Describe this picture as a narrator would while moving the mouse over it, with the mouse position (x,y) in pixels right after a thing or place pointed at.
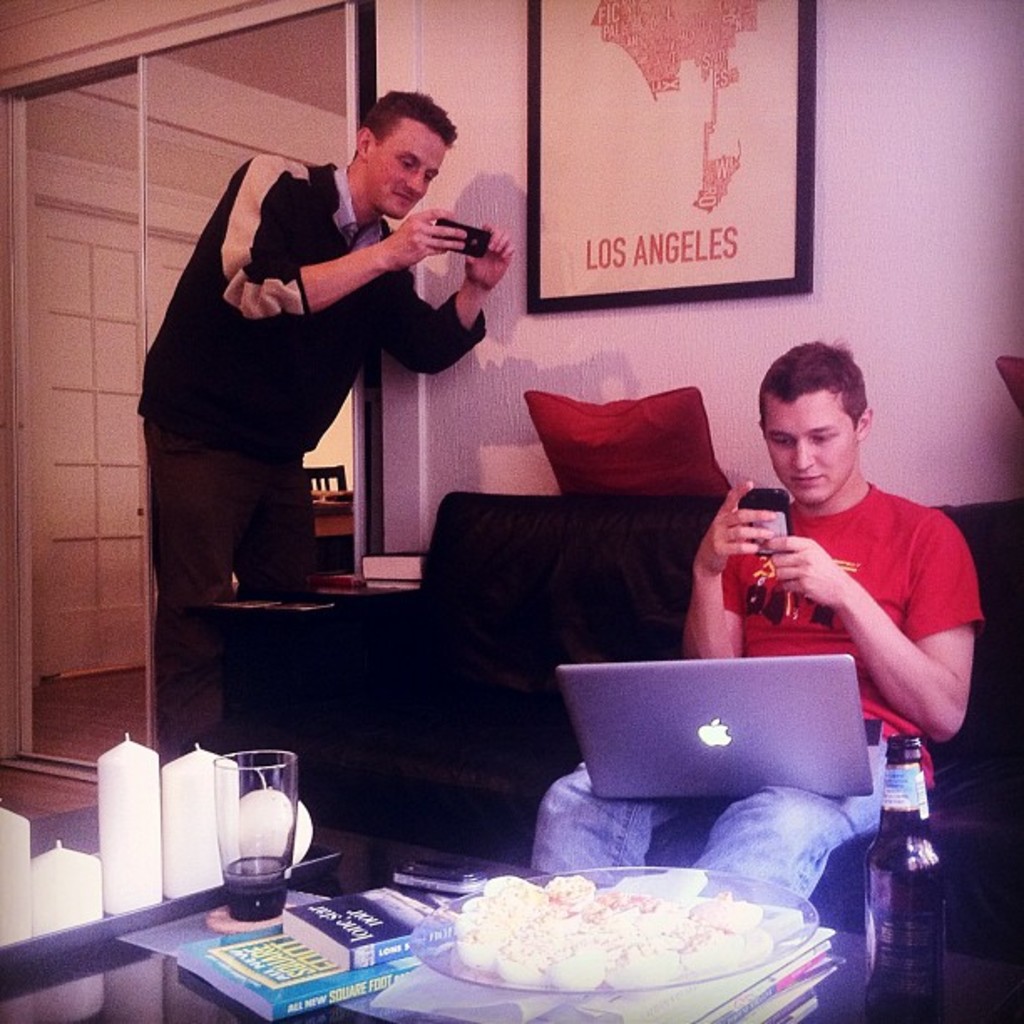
This person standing and holding mobile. This person (808,453) sitting and holding laptop (712,710), mobile (787,511). We can see sofa (395,667) and table (331,1015). On the table (43,1018) we can see glass (244,835), candle (184,818), plate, food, bottle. On the background (781,327) we can see wall (733,438), pillow (607,411), poster (687,135).
